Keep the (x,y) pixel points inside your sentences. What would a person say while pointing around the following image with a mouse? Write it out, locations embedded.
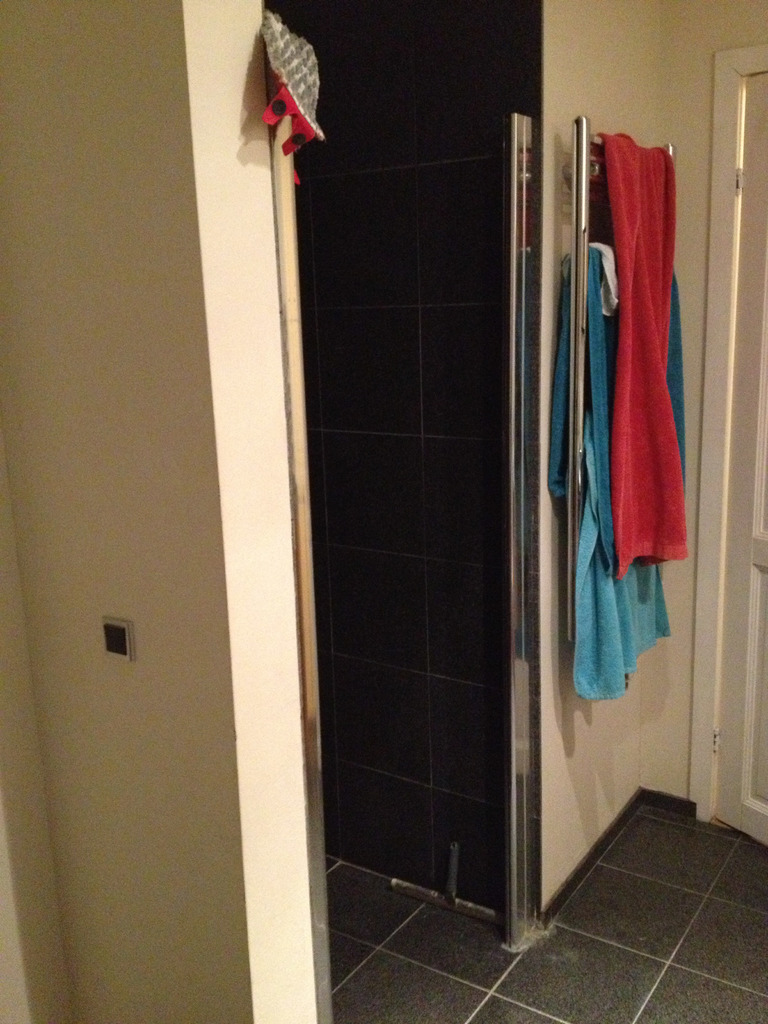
There are two towels (647,376) which are red and blue in color are placed on a rod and there is a door (738,573) in the right corner (738,604).
